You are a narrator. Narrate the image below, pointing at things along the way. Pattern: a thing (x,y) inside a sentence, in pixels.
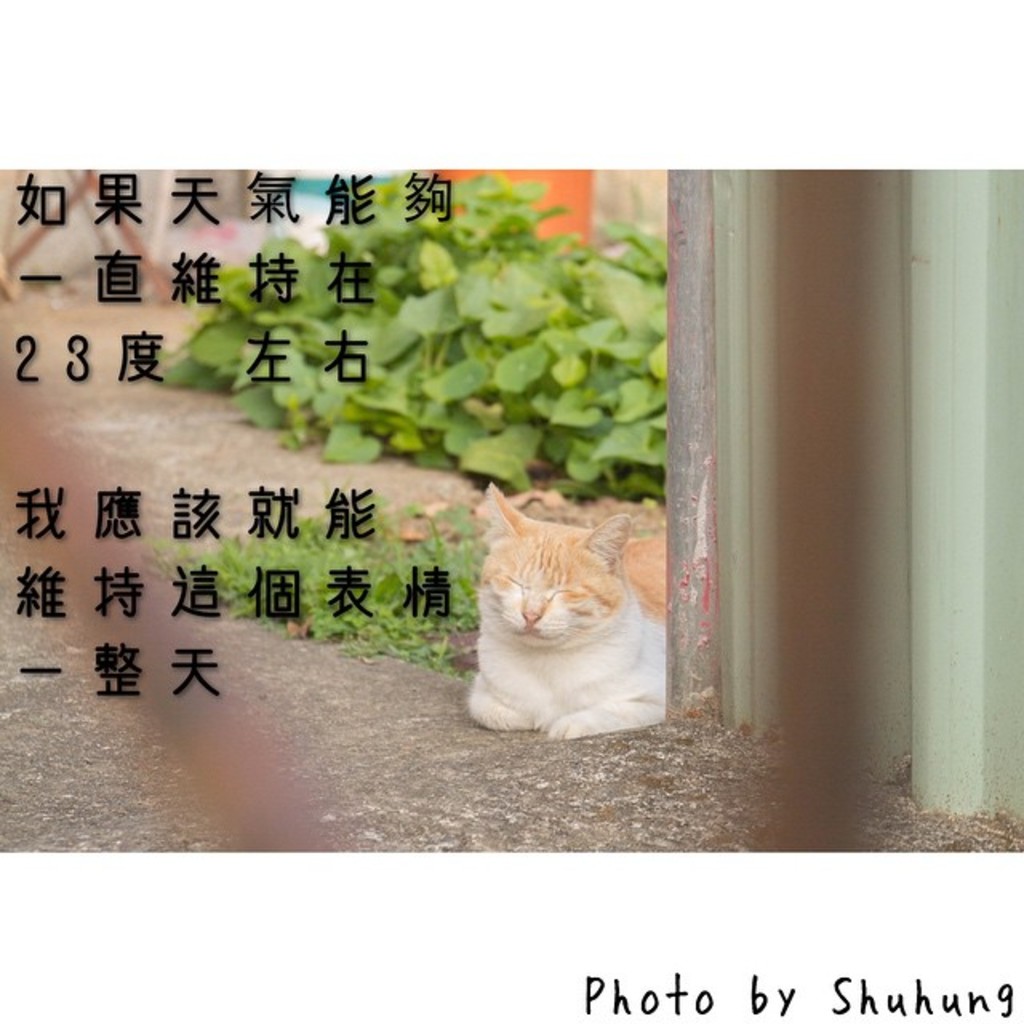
This is an edited image. In this image we can see a cat (498,690) on the ground (509,777). We can also see a pole (833,665), wall (955,600), some plants (621,482) and grass (456,524). We can also see some text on this image.
